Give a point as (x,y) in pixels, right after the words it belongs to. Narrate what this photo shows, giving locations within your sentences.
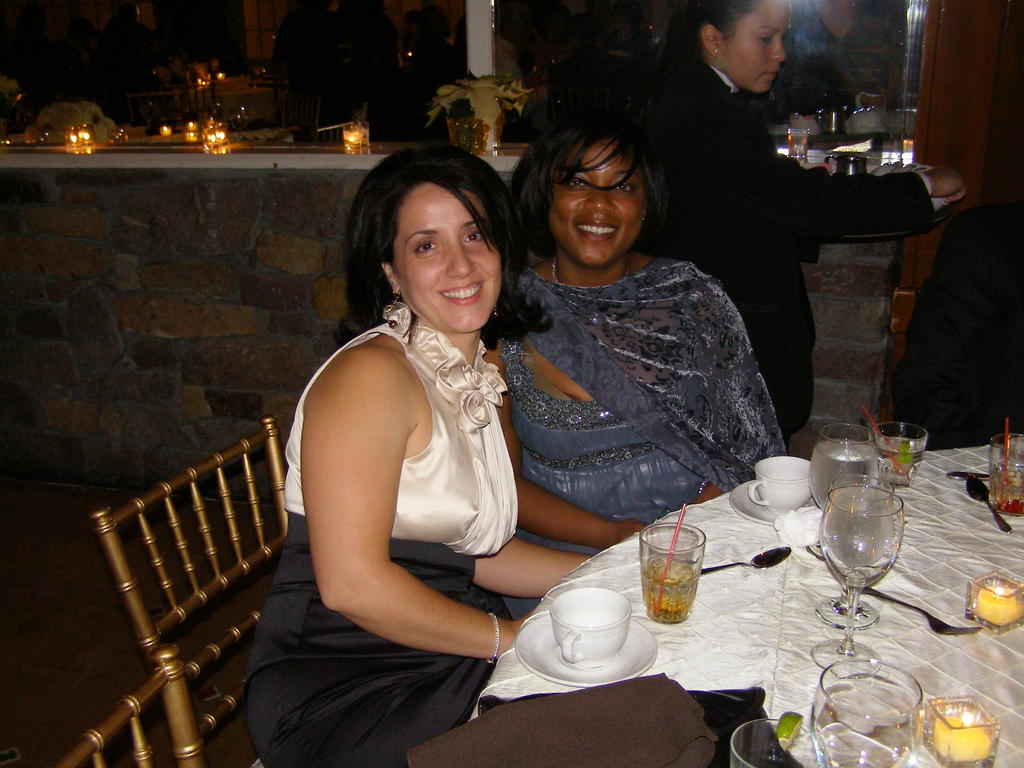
In this image in front (554,447) there are two people (364,505) sitting on the chairs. In front of them there is a table (1003,663). On top of it there are cups (623,612), plates (558,659), glasses (818,615), candles (1001,601), spoons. Behind the table (758,602) there is another person (788,270). In the background of the image (221,312) there is a wall (193,293). There are lights (211,139). There is a glass window (387,37).
